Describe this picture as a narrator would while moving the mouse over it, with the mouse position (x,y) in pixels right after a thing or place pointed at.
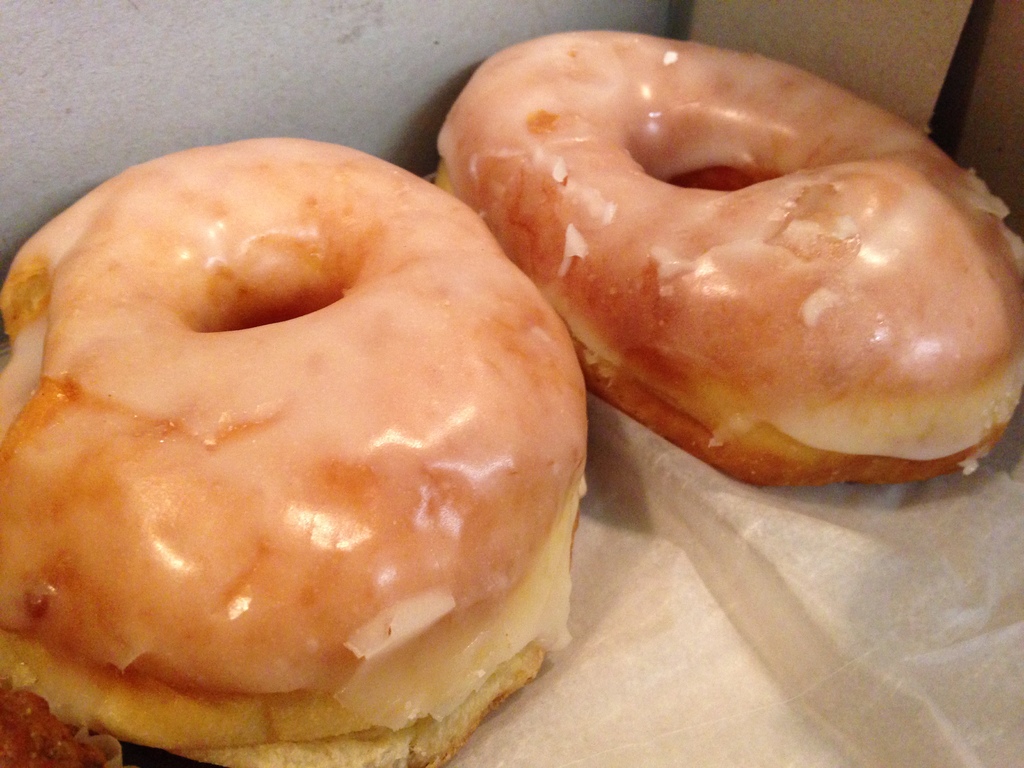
The picture consists of two doughnuts (579,414) packed in a box (417,37). At the bottom (770,637) there is a paper (797,641).
